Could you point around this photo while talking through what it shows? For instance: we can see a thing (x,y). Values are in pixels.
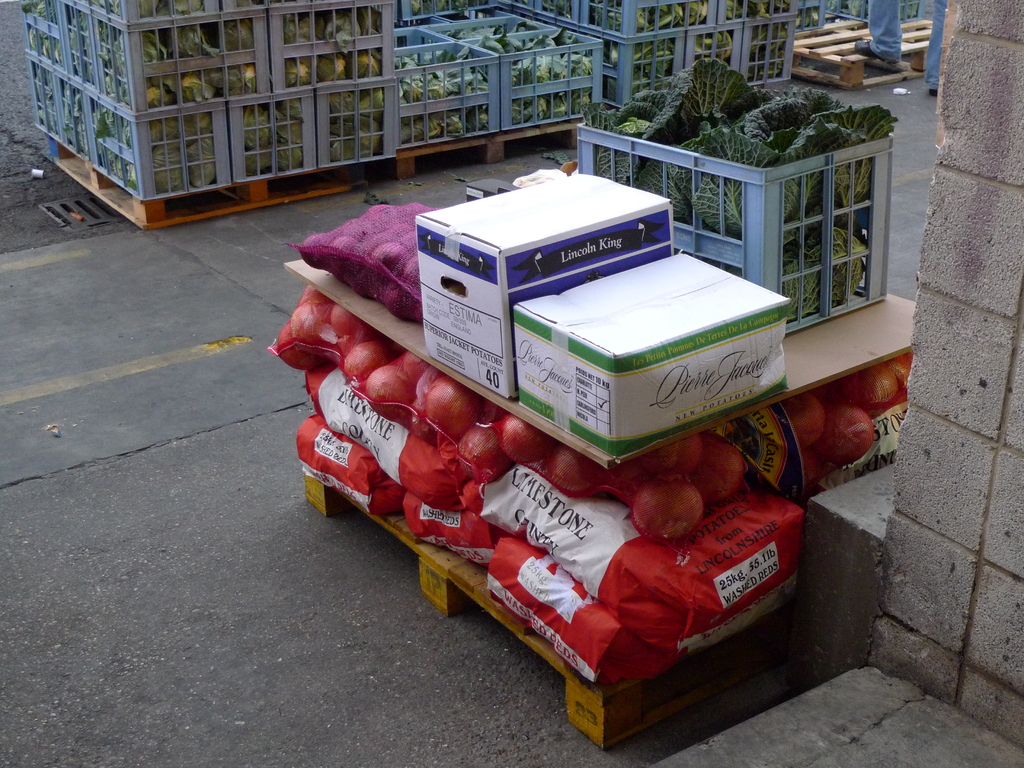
In this image in the center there are vegetables (418,126) in the crates (695,170) and on the right side (888,34) there is a person (890,30) standing and there is a wall (989,284). In the front (467,536) there are objects (527,533) which are red in colour with some text (559,539) written on it.
